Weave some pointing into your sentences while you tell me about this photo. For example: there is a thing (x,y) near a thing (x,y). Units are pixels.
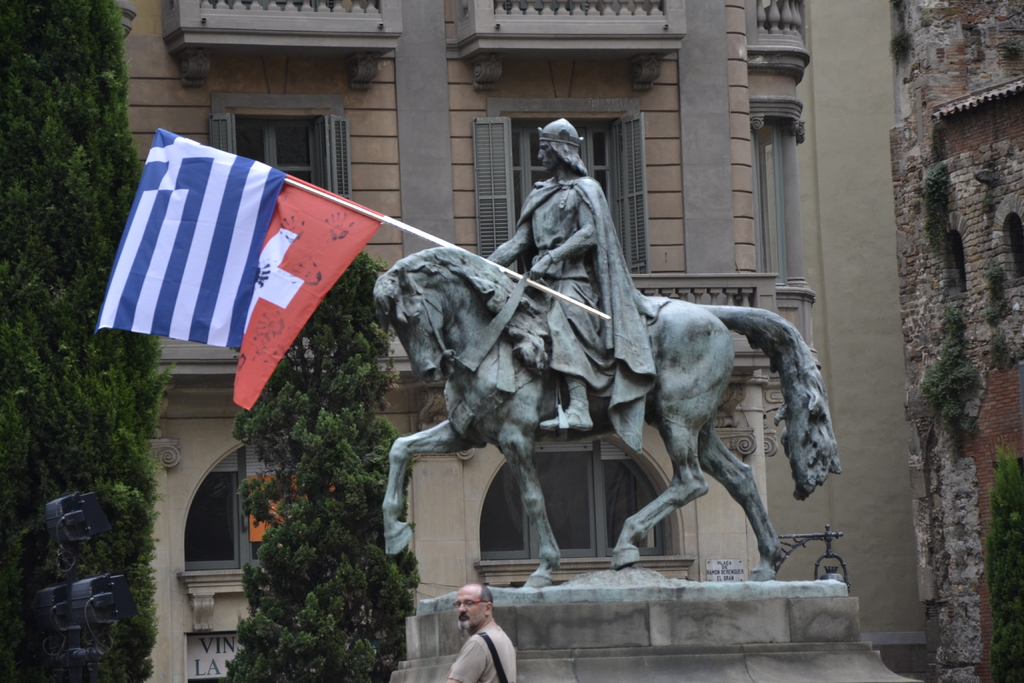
In the center of the image (556,404) there is a statue (617,375) and we can see flags (258,285). At the bottom (499,633) there is a person (497,641). In the background (328,543) there are trees (366,488) and buildings (679,230).
